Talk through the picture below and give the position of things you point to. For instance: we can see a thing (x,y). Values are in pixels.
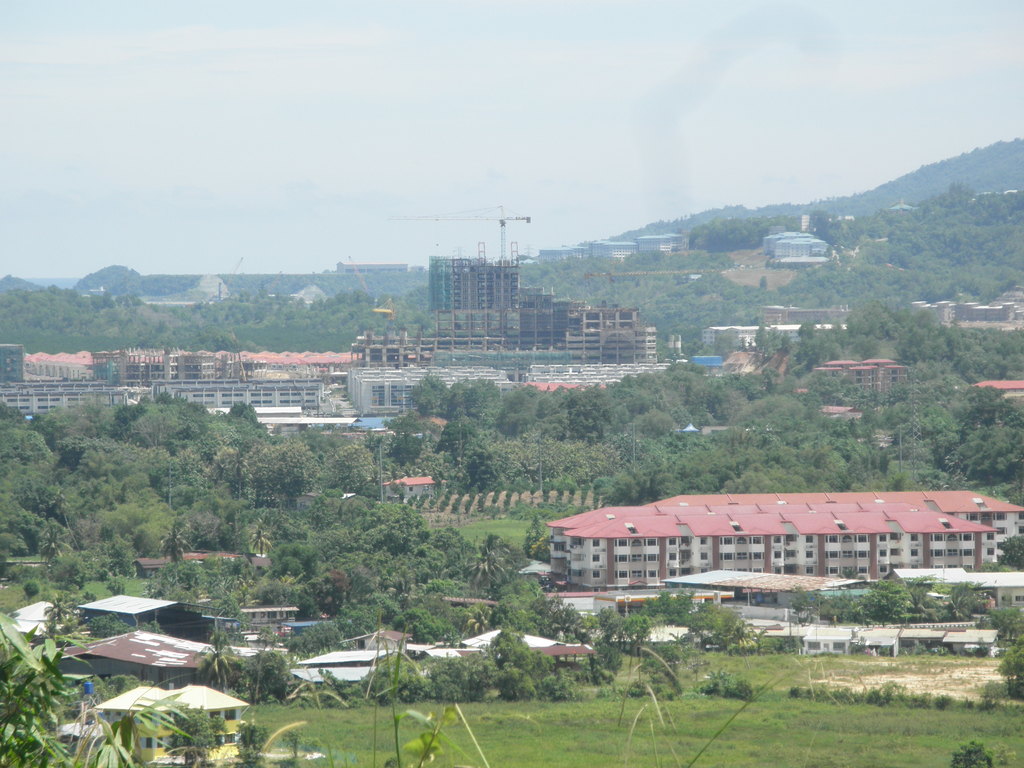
In this image there is the sky (584,95) towards the top of the image (538,106), there are buildings (500,355), there are trees (403,416), there are plants (488,683), there is grass (561,715) towards the bottom of the image (685,724).
